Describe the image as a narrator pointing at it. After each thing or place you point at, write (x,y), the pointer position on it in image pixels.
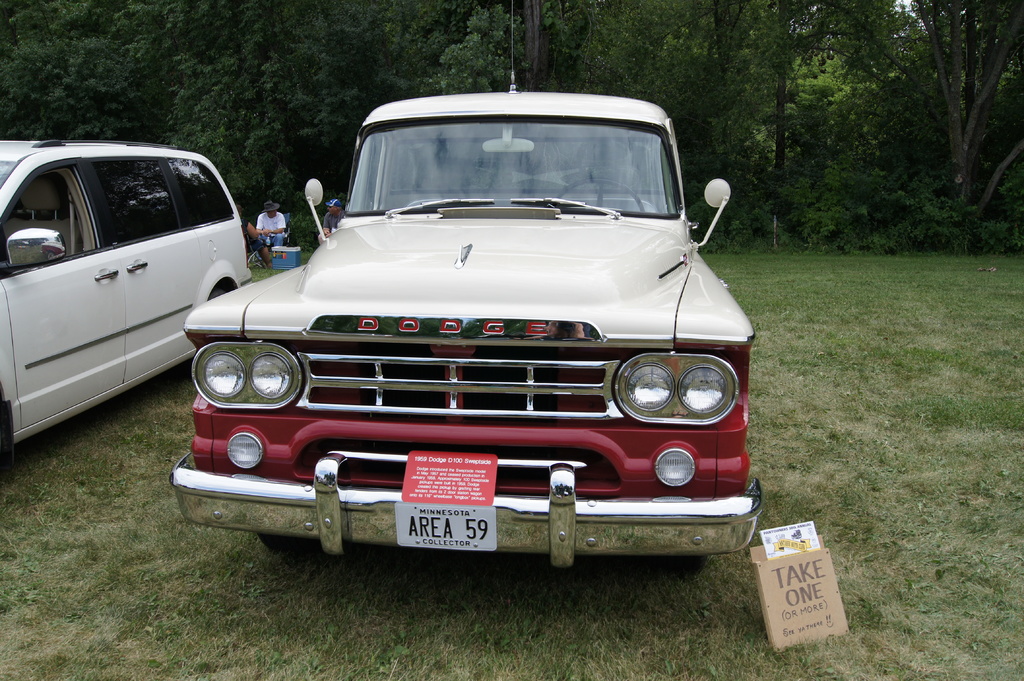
As we can see in the image there are cars (467,353), box (804,555), grass (885,652), a man (264,231) sitting on chair (253,254) and there are trees (293,40).
